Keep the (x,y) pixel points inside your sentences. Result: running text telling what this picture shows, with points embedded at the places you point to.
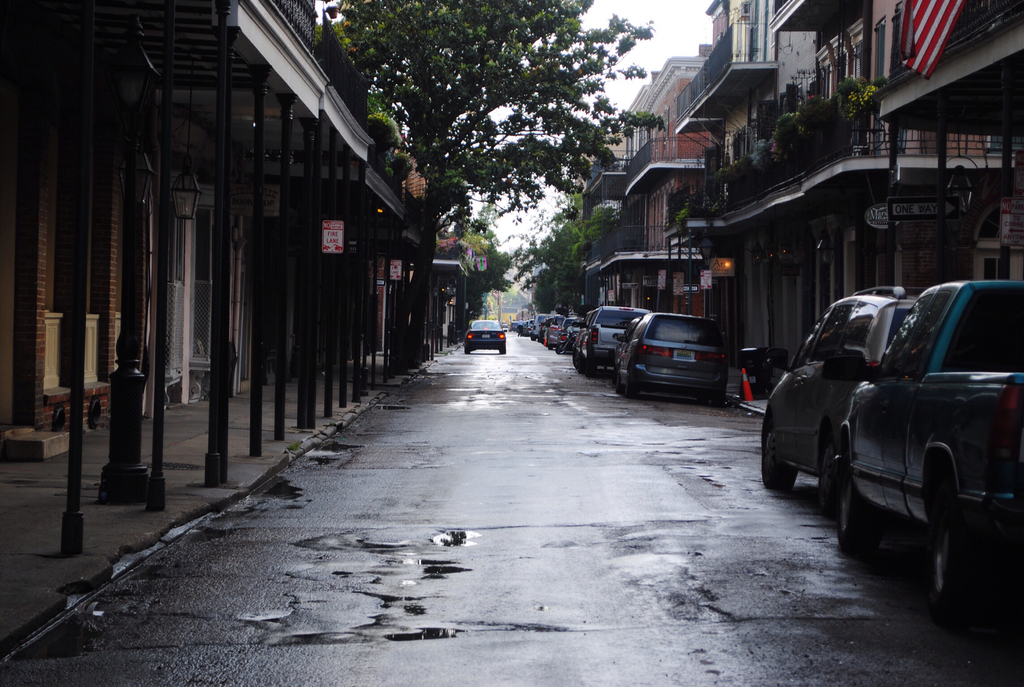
In this image we can see a group of buildings (827,201) with windows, pillars (324,340), roof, a fence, railing (785,172) and a street lamp (183,214). We can also see a signboard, a traffic pole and a group of cars (659,385) parked aside on the road (547,535). On the backside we can see a divider pole (746,392), a group of trees (469,297), plants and the sky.
